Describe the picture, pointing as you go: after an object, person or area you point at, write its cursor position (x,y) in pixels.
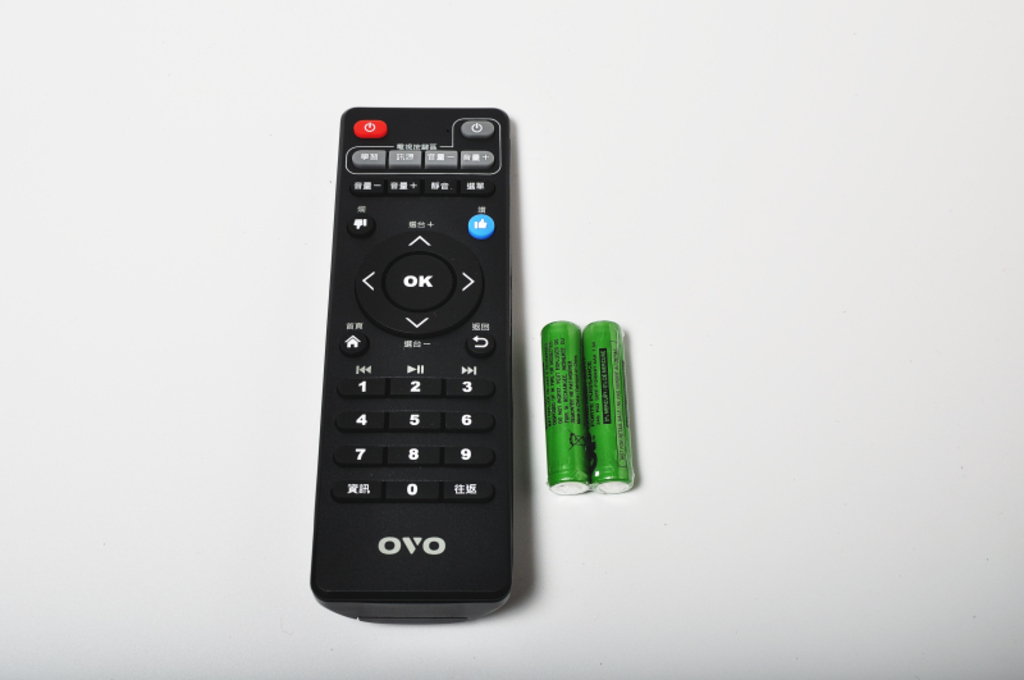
In this image, we can see a black color remote (501,153), we can see two green color remote cells (586,490) beside the remote (491,444).
